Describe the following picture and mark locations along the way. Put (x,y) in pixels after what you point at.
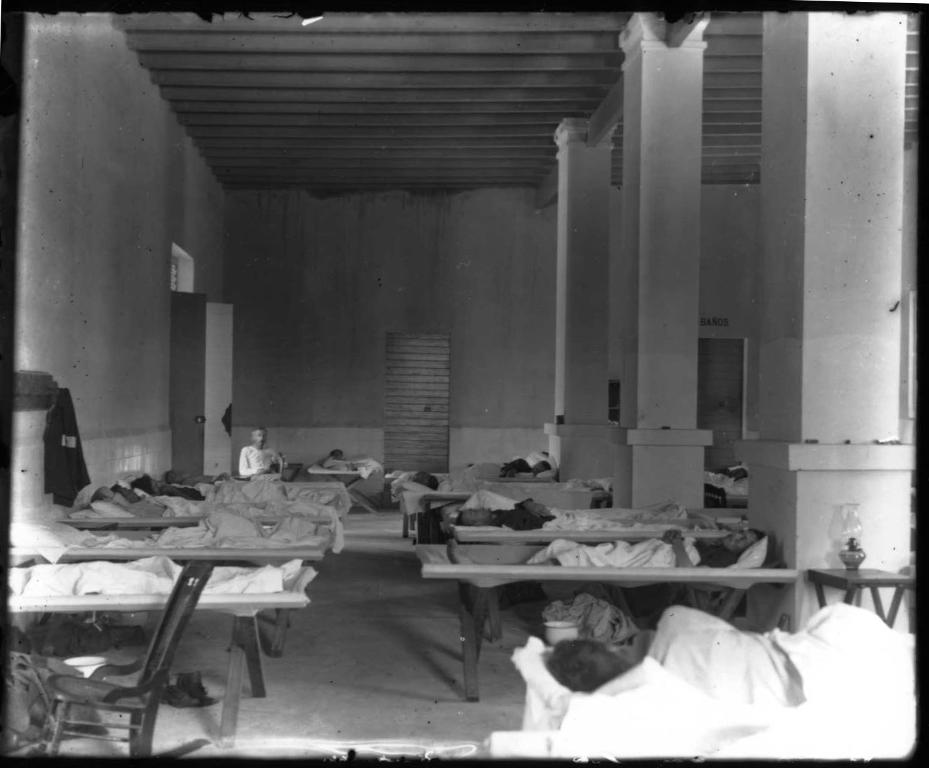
This is a black and white image. In this image we can see beds (156,598), persons (264,520), pillars (821,524), doors (720,361) and wall (395,283).
